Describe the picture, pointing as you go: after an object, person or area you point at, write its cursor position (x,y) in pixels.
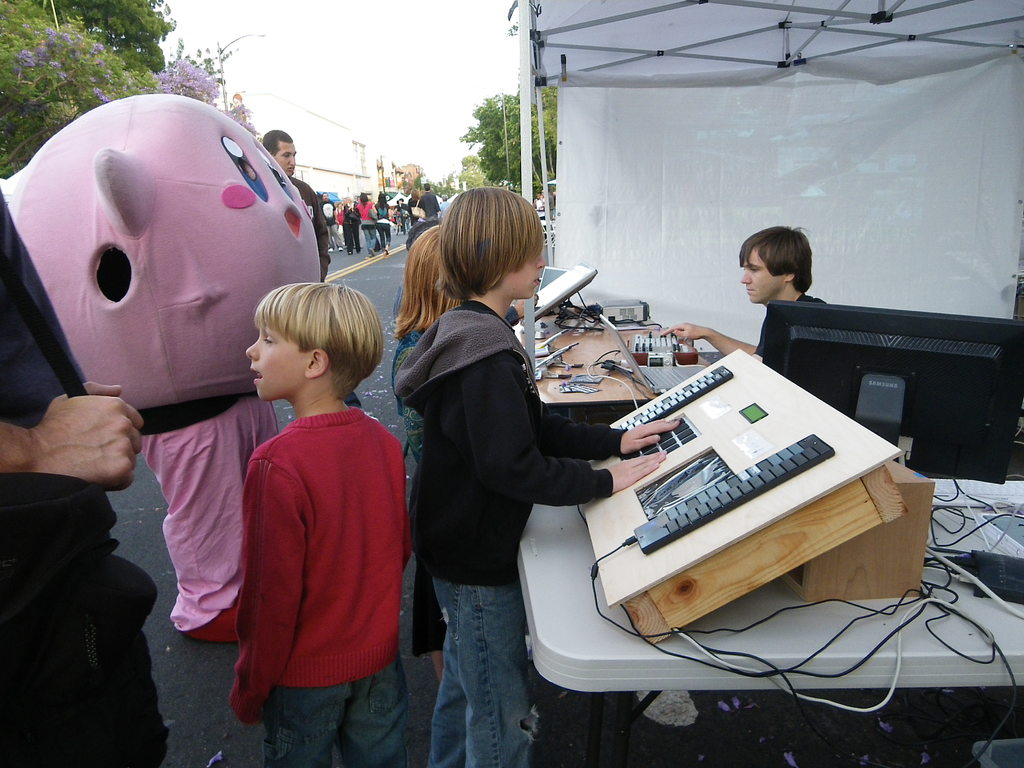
In this image I see number of people (505,725) who are on the path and I see few equipment (768,383) on the table (951,507) over here and I can also see a monitor (1007,350) on the table (1021,543). In the background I see the trees (2,2).
